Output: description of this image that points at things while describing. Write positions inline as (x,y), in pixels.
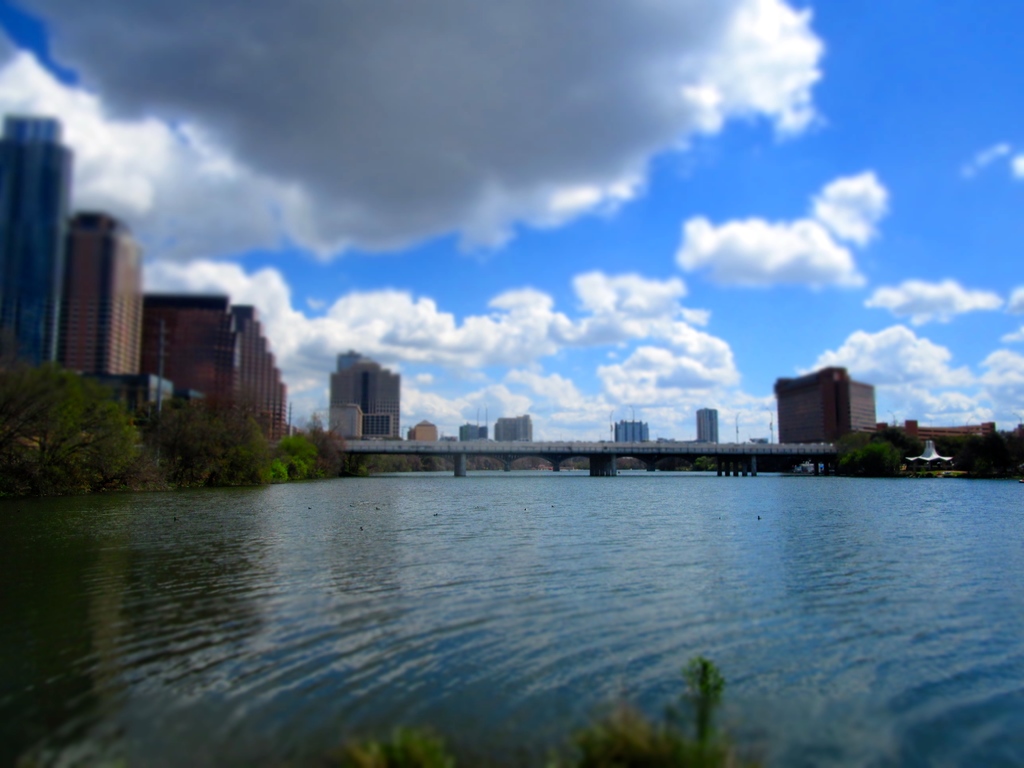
This is an outside view. At the bottom (527,602) there is a river (573,546). In the background (469,454) there is a bridge (560,458). On the right (864,466) and left sides of the image I can see the trees (189,428). In the background (204,377) there are many buildings (194,355). At the top of the image (843,148) I can see the sky (762,144) and clouds (540,141).
